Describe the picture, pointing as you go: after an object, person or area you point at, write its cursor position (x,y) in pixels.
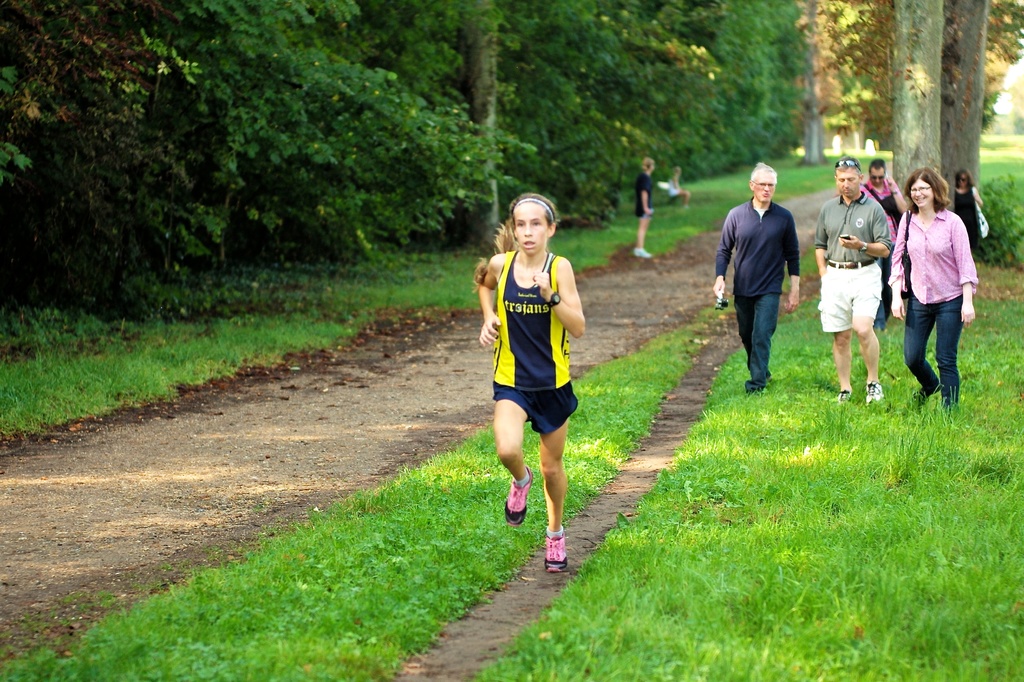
In this picture there is a girl (543,388) who is wearing t-shirt (518,327), short (530,401), watch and shoes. She is running in the park (482,627). On the right (842,209) there is a man (847,196) who is looking on his mobile phone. Beside him there is a woman (925,231) who is the wearing spectacle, shirt (932,264), bag (908,297), jeans (943,394) and shoes (930,388). She is smiling. Beside him there is a man (765,308) who is wearing black dress (779,272) and holding a camera (722,305). In the background (806,192) I can see many trees (671,105), plants (1017,199) and grass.
